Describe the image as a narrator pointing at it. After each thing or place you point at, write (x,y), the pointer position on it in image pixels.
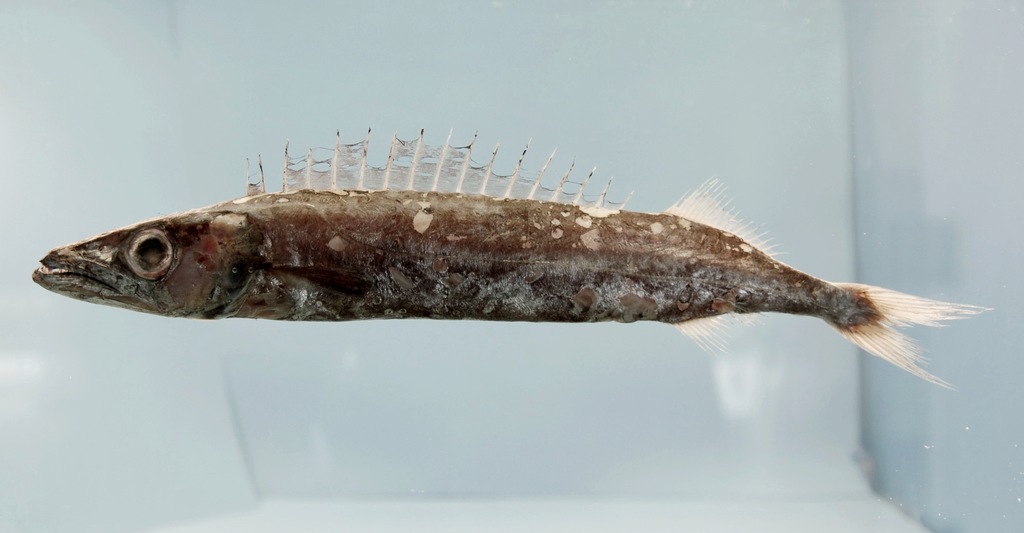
In this picture we can see a fish (72,297) in the water (516,415) and in the background (273,96) we can see the walls (777,100).
